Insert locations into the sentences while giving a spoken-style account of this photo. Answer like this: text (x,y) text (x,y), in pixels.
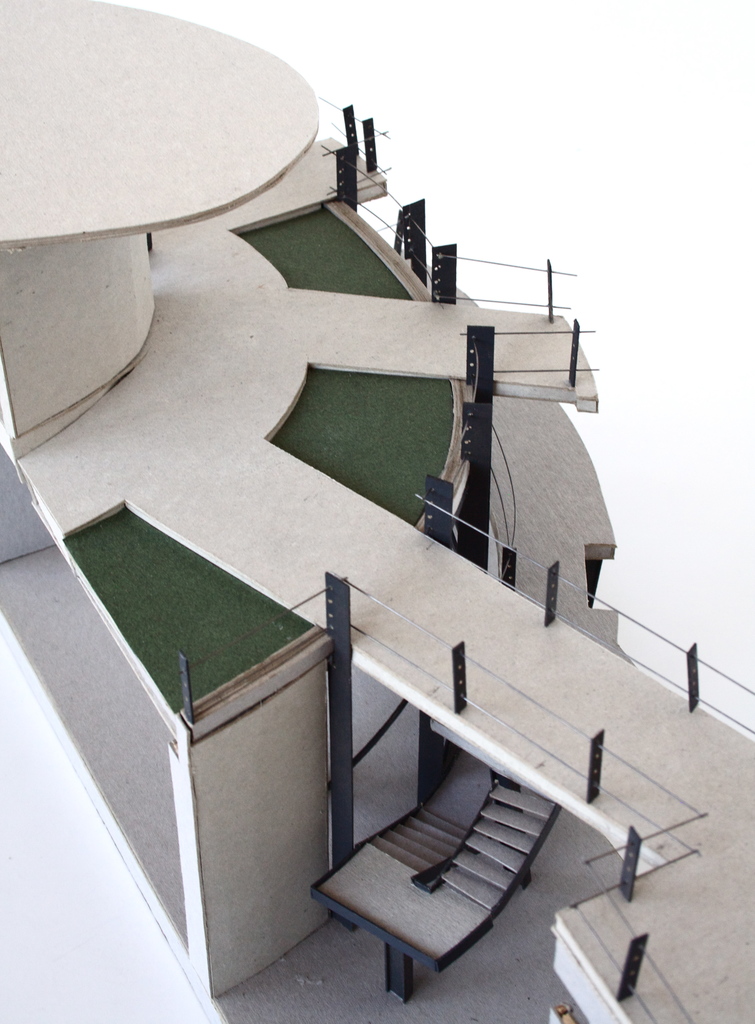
In this image I can see a building craft (215,411). The background (567,231) is in white color.
